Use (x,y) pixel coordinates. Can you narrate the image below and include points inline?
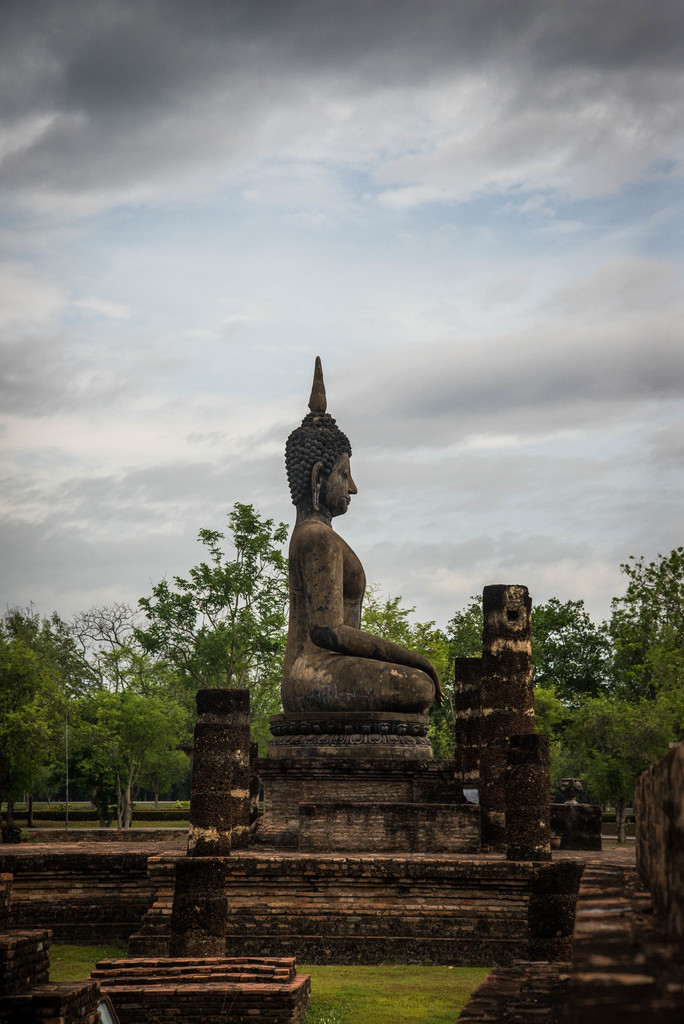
At the center of the image (371,642) there is a statue (357,627). In the background (580,664) there are trees (195,651) and a sky (134,357).
